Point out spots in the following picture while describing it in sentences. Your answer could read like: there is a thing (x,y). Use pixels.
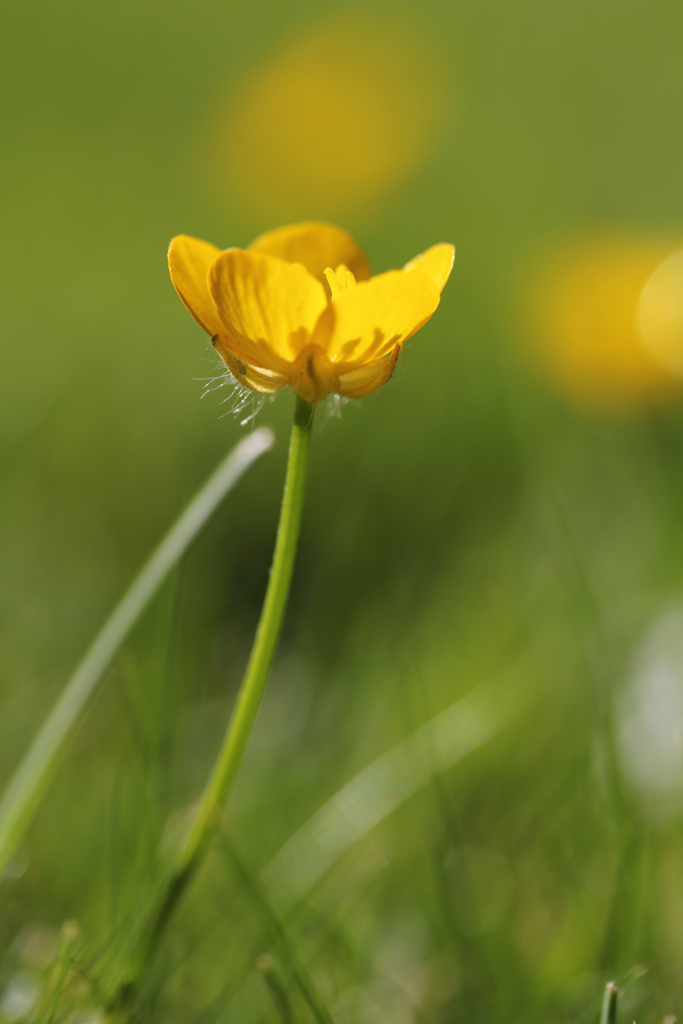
In this picture we can see few flowers (413,275) and blurry background (506,520).
